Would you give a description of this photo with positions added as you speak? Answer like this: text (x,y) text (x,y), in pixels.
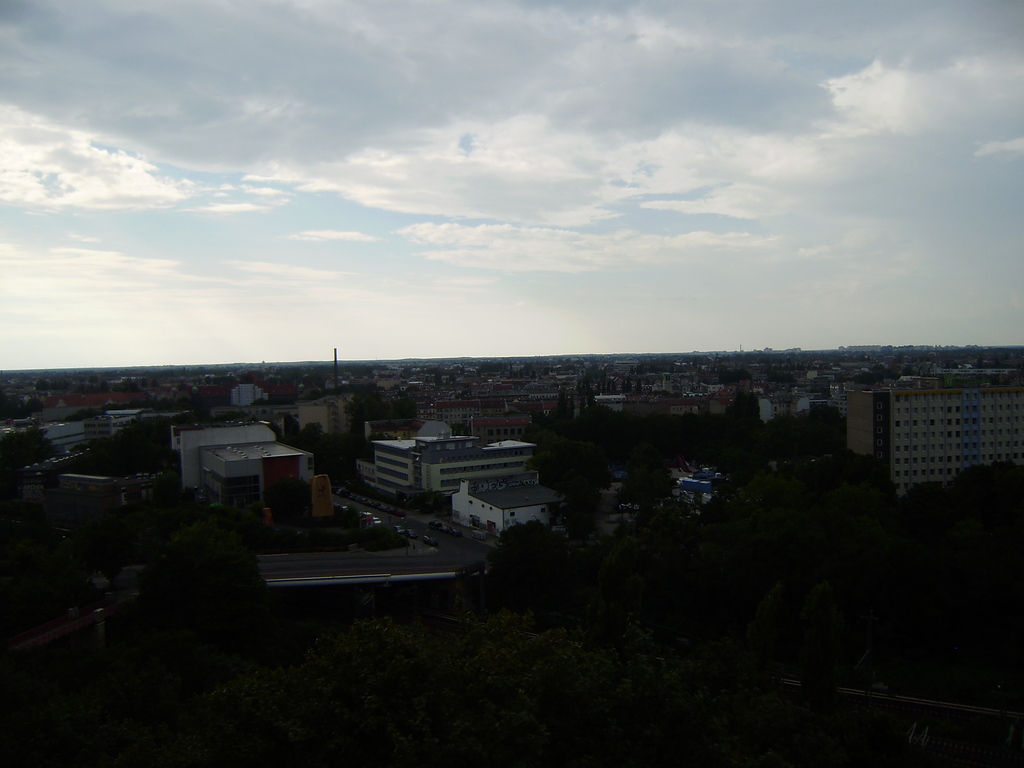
This is the aerial view of particular area in which there are some trees (550,669), road (446,551), vehicles (360,497), buildings (343,403) and top of the image (368,153) there is cloudy sky (374,276).
